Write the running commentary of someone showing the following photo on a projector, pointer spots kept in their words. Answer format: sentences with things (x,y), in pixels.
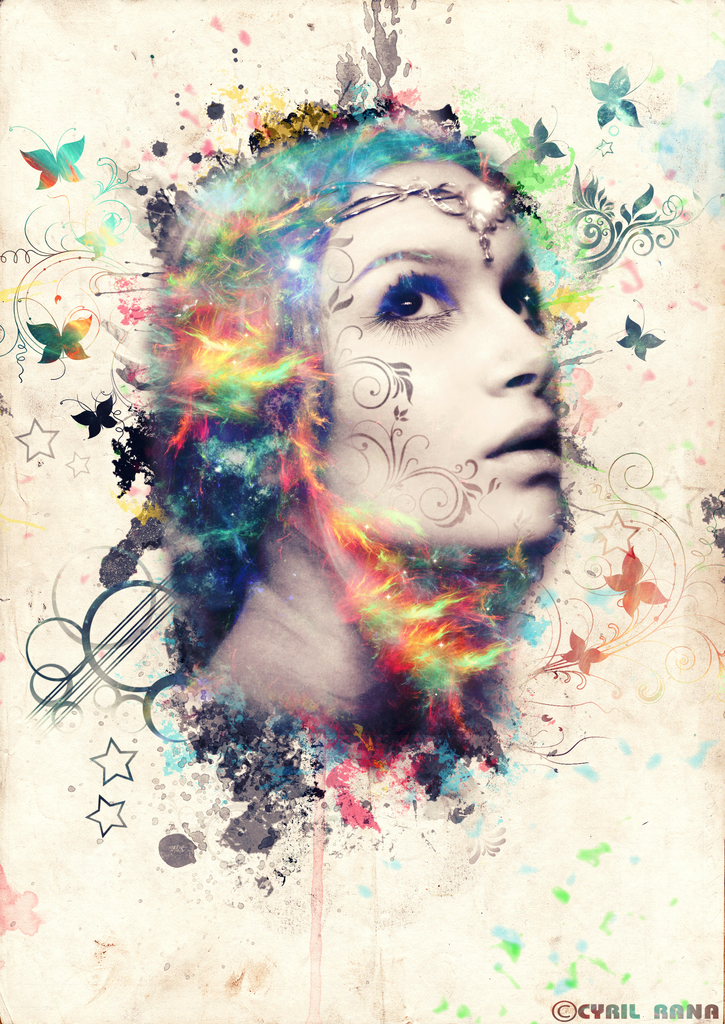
This is an edited image. In the center of the image (471,660) there is a depiction of a woman (274,473).
